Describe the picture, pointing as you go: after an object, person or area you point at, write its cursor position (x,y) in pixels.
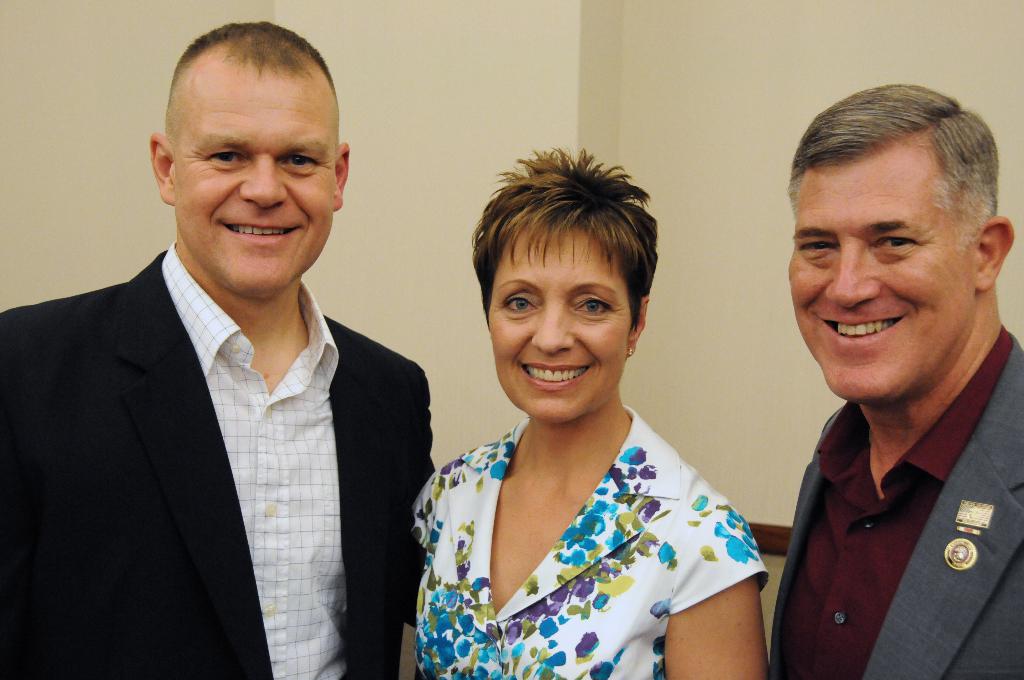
In this image I can see a woman (741,644) and two men (941,636). I can also see smile on their faces (924,342) and I can see these two are wearing shirt (848,540) and blazers (217,558). I can also see she is wearing white colour dress (562,592).
